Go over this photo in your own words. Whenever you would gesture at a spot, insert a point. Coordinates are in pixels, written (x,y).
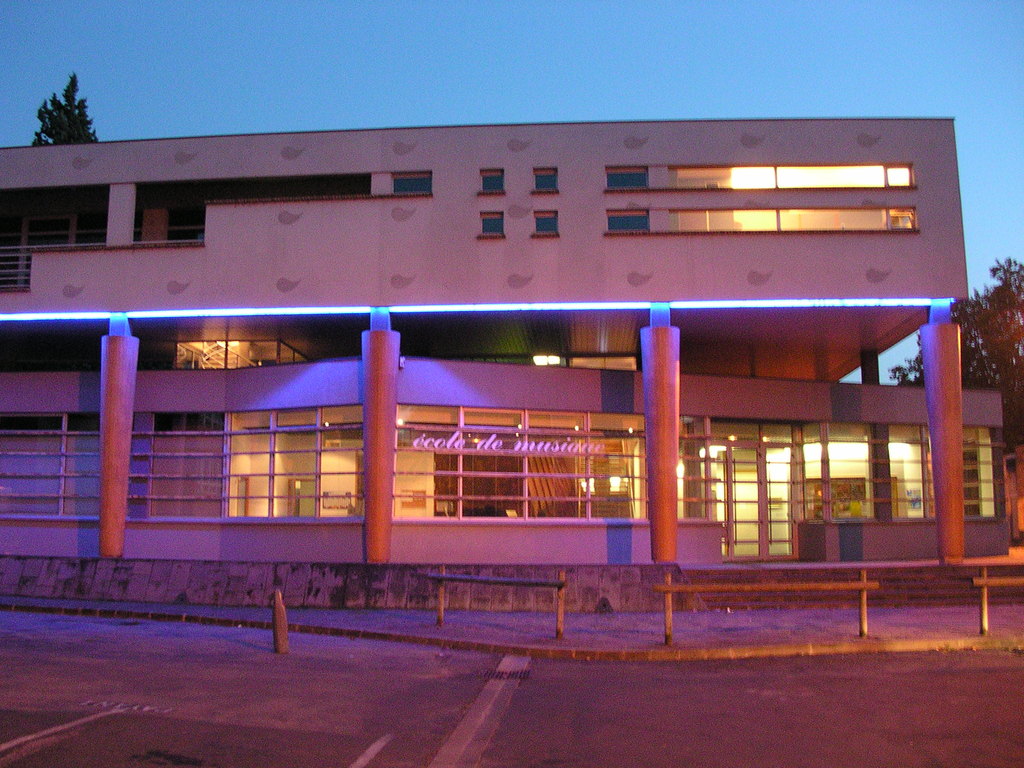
In this image there is a road (439,714) in the bottom of this image (560,712) and there is a building (412,502) in middle of this image (532,465) and there is a sky (494,79) on the top of this image (478,57). There is a tree (75,130) on the left side of this image (87,127) and right side of this image (989,322) as well.
